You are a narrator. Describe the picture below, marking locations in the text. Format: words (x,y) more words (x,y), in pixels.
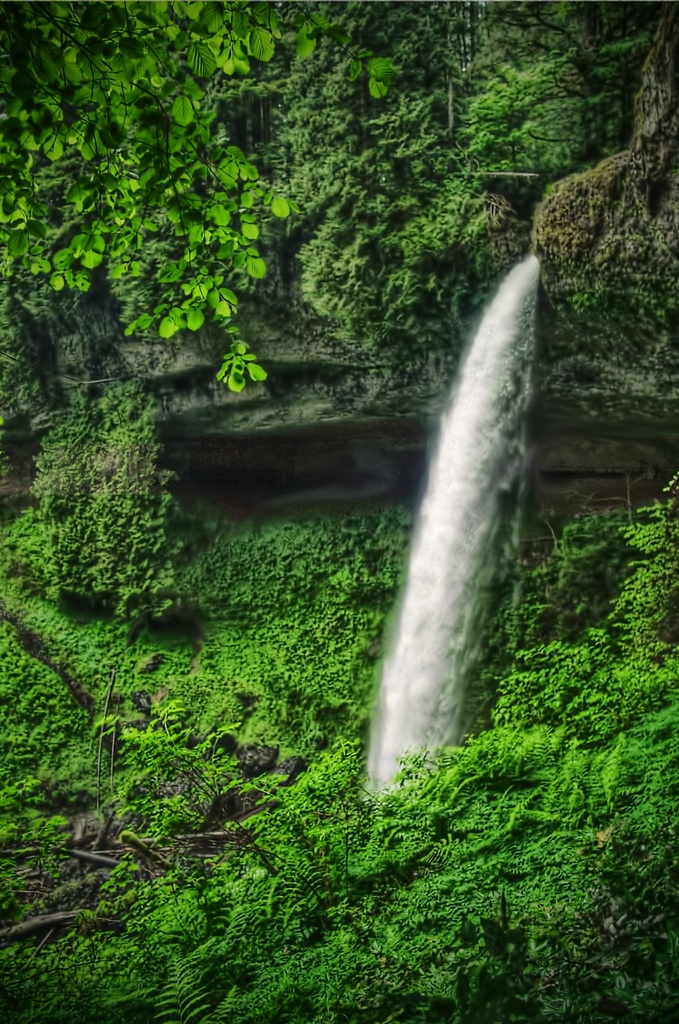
In this image I can see a huge rocky mountain (439,393) and on it I can see few trees (436,260) which are green in color and the waterfall (532,272).
